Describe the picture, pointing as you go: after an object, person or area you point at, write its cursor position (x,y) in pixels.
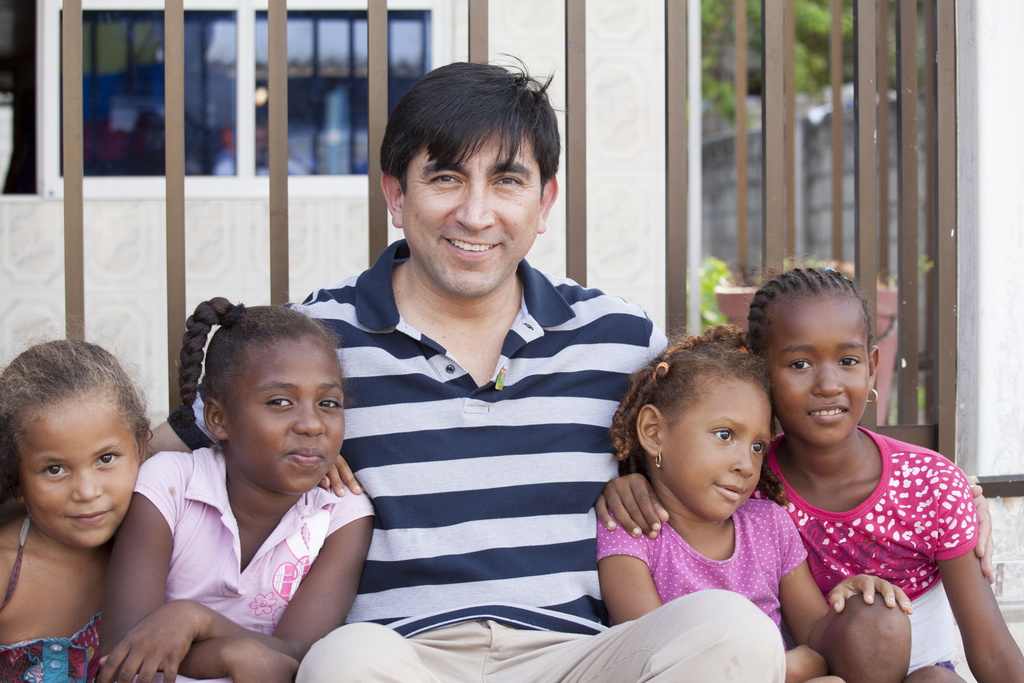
In this picture I can see in the middle (353,323) a man (385,449) is sitting, he wore t-shirt (465,522), trouser (343,652). On the left side (255,325) two girls (183,504) are sitting and smiling, on the right side (785,286) there are two girls (837,493) they are also smiling. Behind them there is an iron grill (173,9) and there is a glass window (220,90), on the right side (753,45) it looks like a tree (728,51) in this image.
